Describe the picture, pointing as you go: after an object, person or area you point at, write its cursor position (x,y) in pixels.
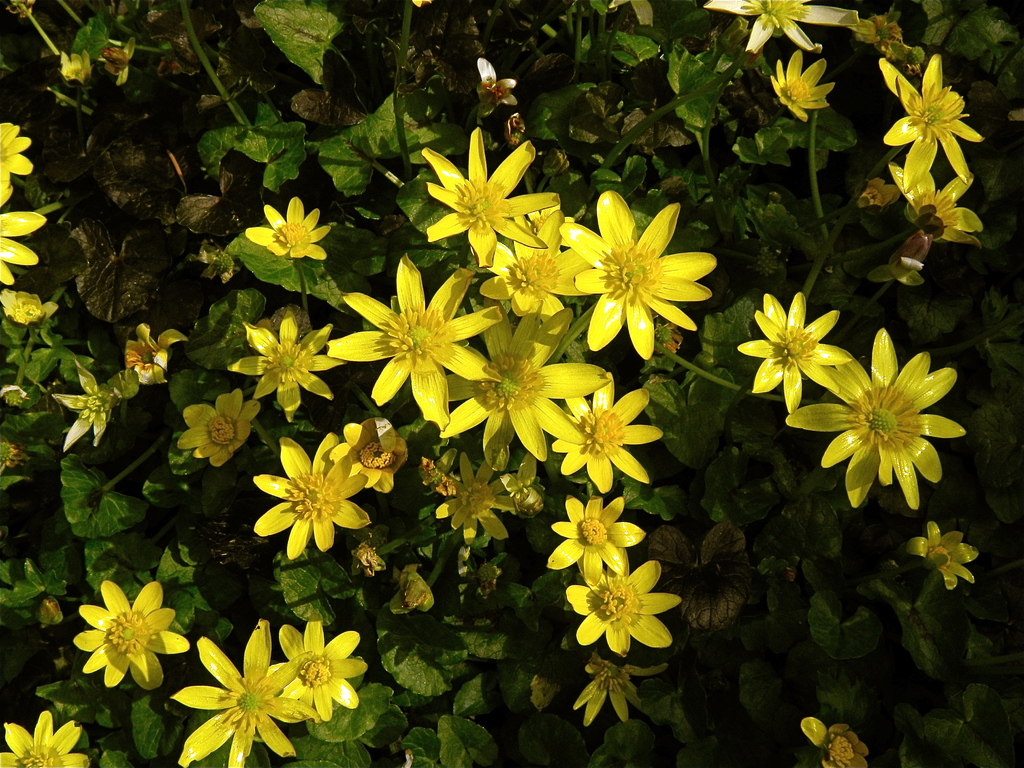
In this image we can see some plants (471,386) with flowers (471,386) and those flowers (554,363) are in yellow color.
